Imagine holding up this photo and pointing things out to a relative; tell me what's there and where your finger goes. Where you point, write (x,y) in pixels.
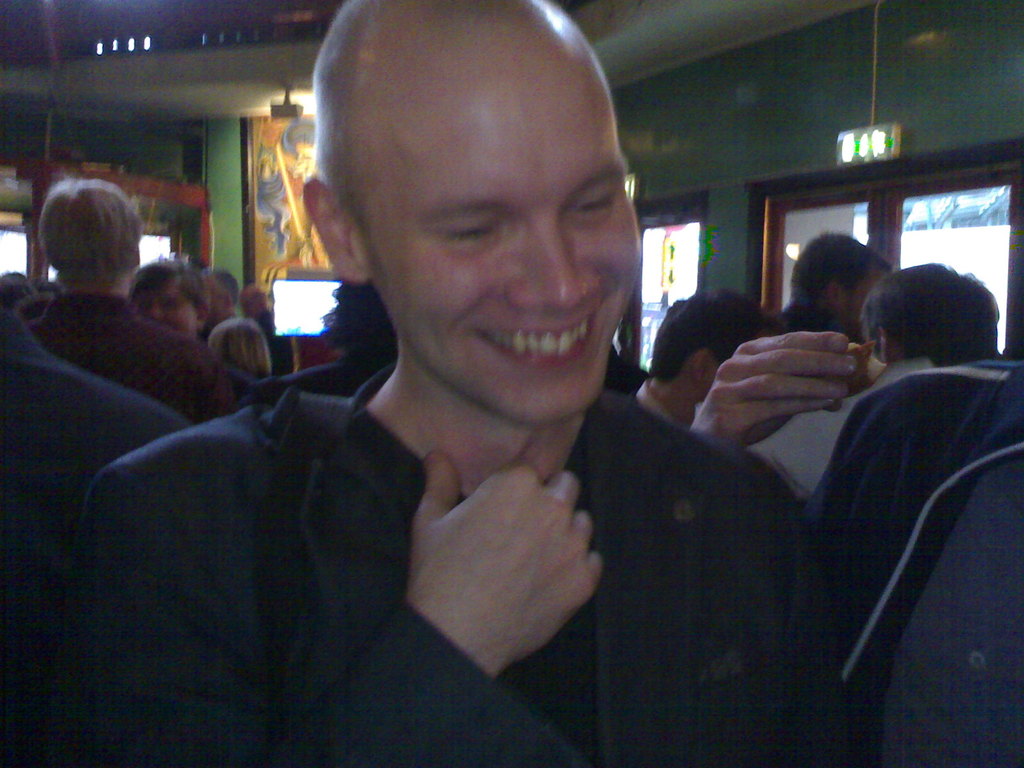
This picture shows few people (264,351) standing and we see a television (331,298) and a frame (263,217) on the wall (235,167) and we see a man (518,407) with a smile (537,345) on his face (578,331) and we see a human hand (843,385) holding some food (865,386) and we see a glass door (1022,273).
